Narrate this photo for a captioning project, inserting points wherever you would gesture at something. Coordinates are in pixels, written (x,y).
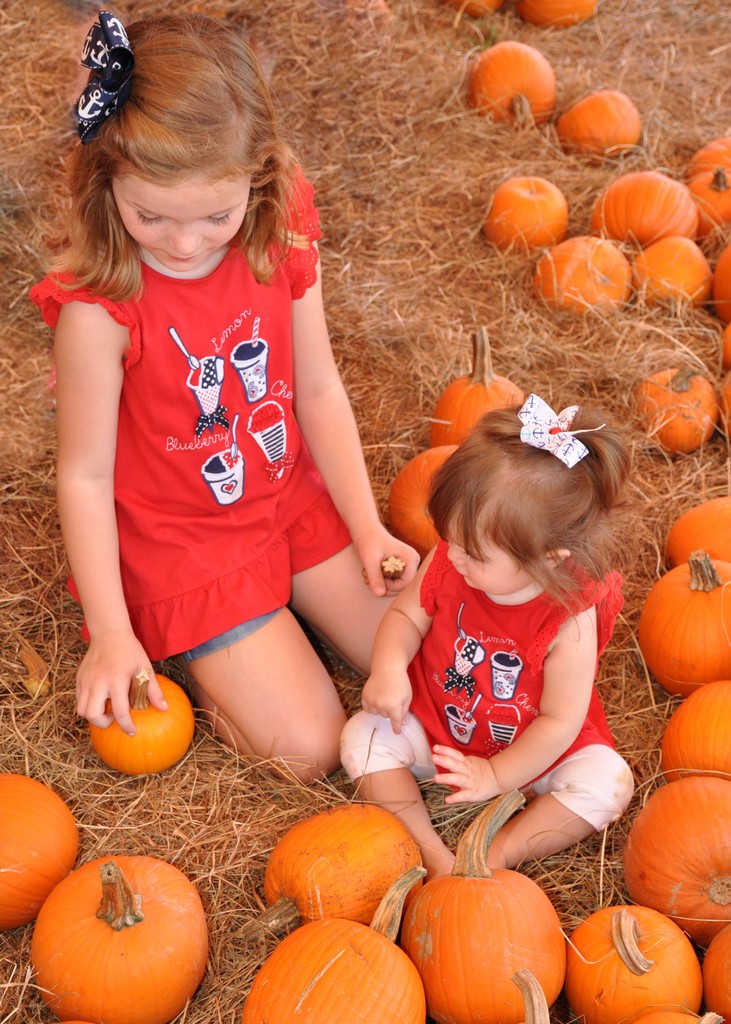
In this picture we see 2 little girls (175,558) sitting on the dry grass (214,769) and playing with the pumpkins (188,940).
